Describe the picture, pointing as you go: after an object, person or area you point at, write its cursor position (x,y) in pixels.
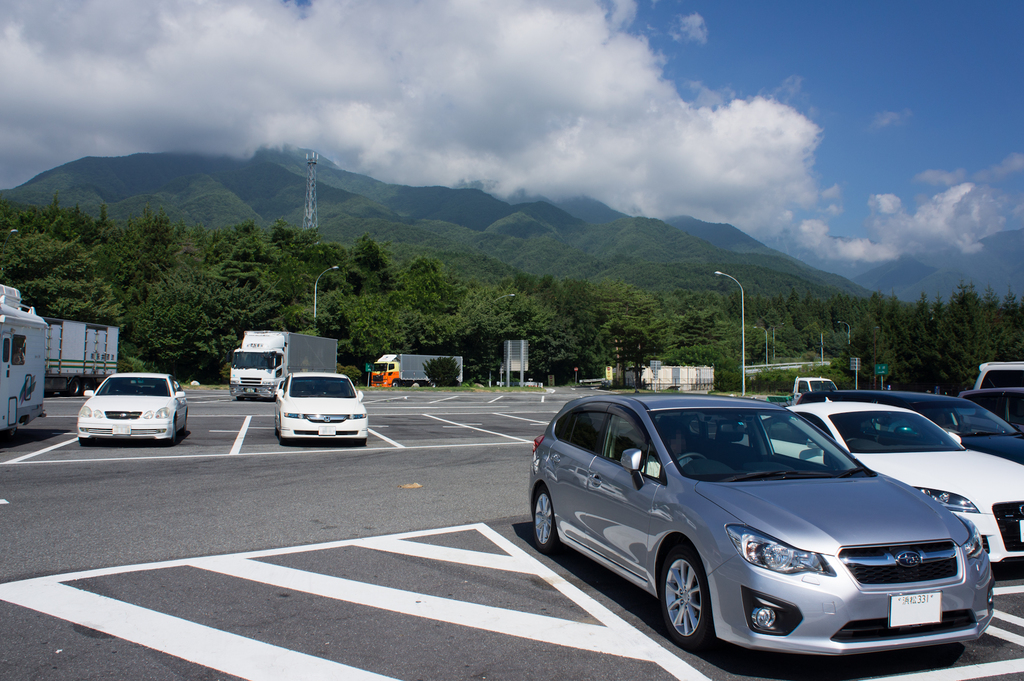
In this image we can see vehicles (888,528) on the road (231,440). In the background (761,349) there are poles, trees (657,334), tower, hills (379,207) and sky (687,163).
